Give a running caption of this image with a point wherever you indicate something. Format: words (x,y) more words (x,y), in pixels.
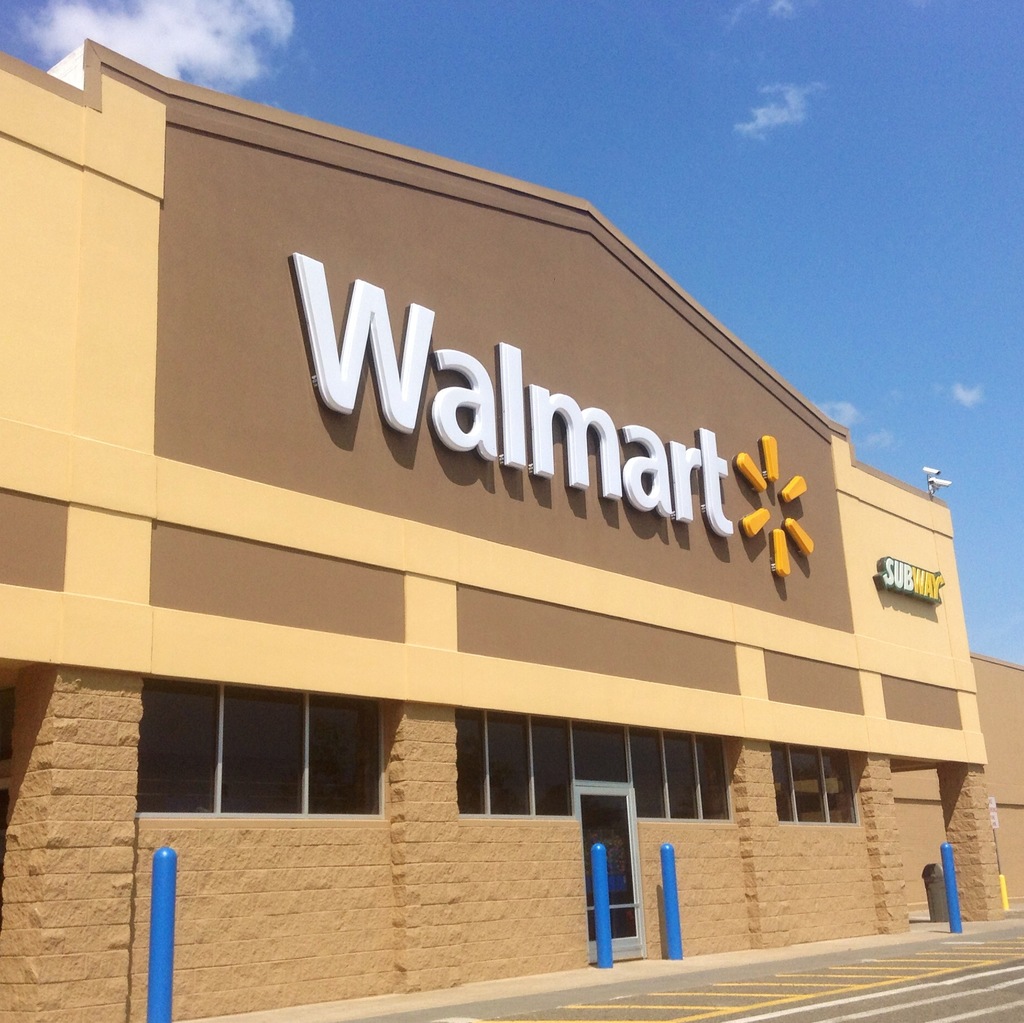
In this image I can see the building (244,433), few poles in blue color, glass windows (670,757) and I can see few boards (722,465) attached to the building (595,328). In the background (484,61) the sky (454,51) is in blue and white color.
